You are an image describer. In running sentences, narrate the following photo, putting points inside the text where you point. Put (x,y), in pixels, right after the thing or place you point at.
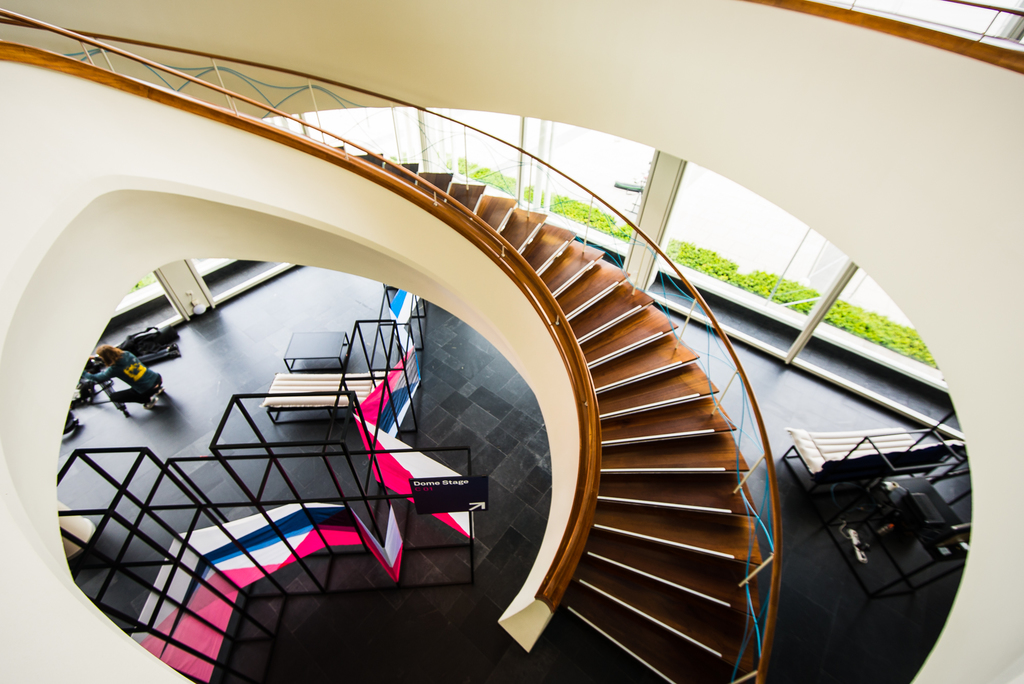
This is an inside view of an building (573,497), where there are stairs (596,570), iron rods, board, plants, a person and some other items (73,525).
